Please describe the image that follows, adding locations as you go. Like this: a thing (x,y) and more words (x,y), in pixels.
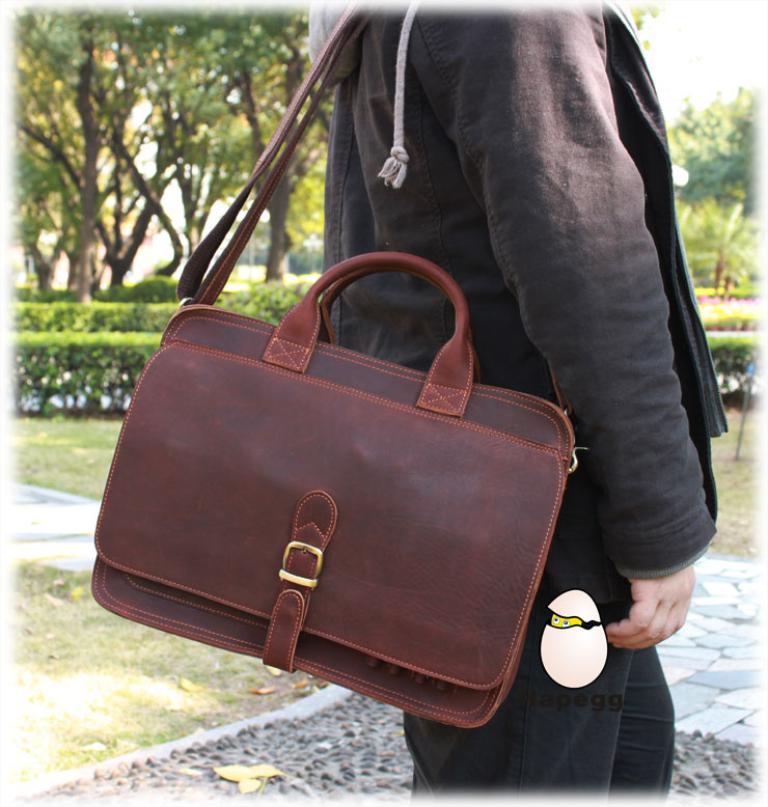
In this image there is a person (485,183) wearing black color dress (483,318) carrying bag (265,361) at the background of the image (235,139) there are some trees (324,120).
